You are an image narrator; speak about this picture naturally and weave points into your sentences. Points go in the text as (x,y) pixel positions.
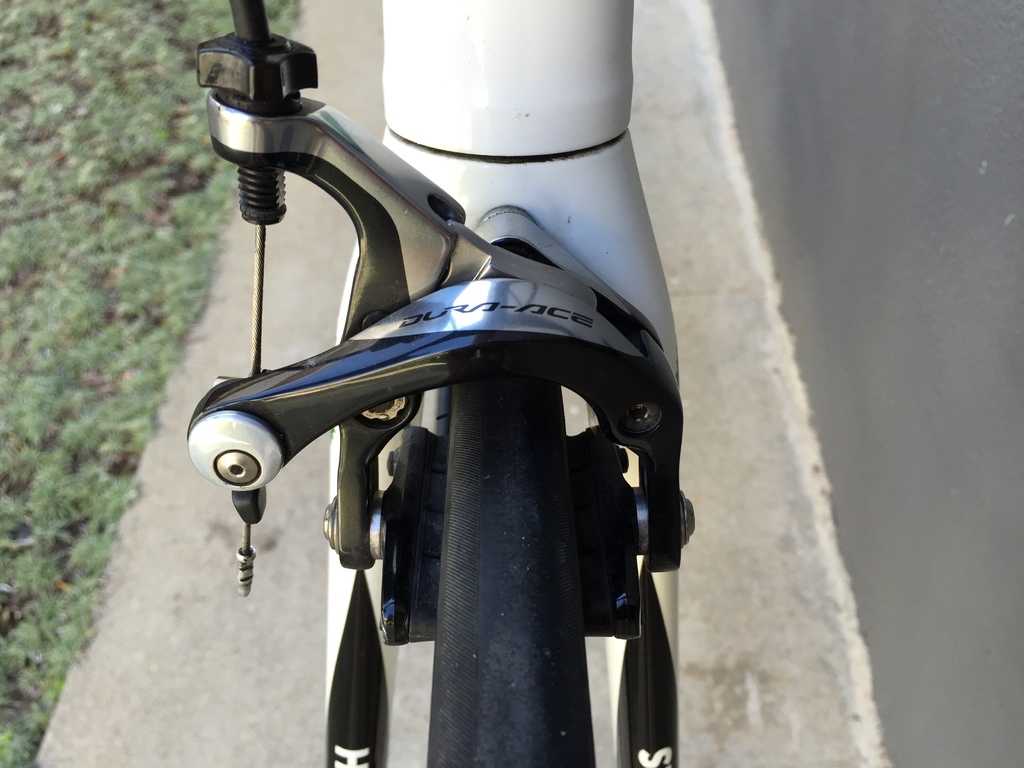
In the center of the image (534,433), we can see a vehicle (589,406) and in the background (836,273), there is a road (881,326) and ground (126,305).
